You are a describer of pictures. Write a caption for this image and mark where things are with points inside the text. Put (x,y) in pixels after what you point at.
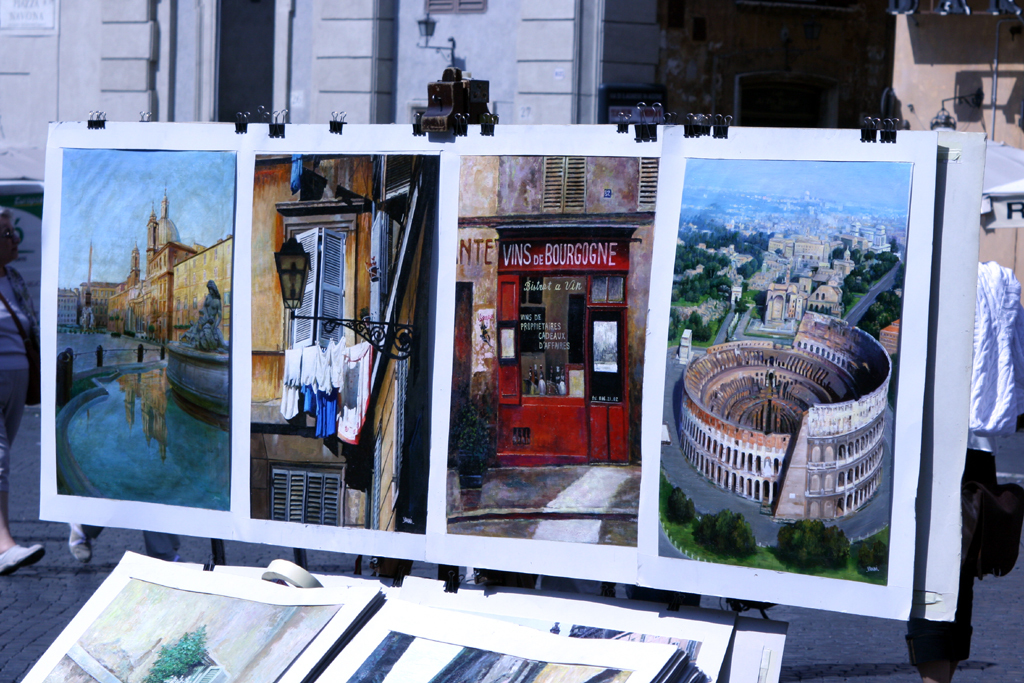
In this image we can see a poster (486,352) with some different images (521,296) and clips (278,134) attached to it, there are some people (18,307) and in the background (359,112), we can see a few buildings (913,77), at the bottom of the image (88,617) we can see a poster (168,574) which is truncated.
